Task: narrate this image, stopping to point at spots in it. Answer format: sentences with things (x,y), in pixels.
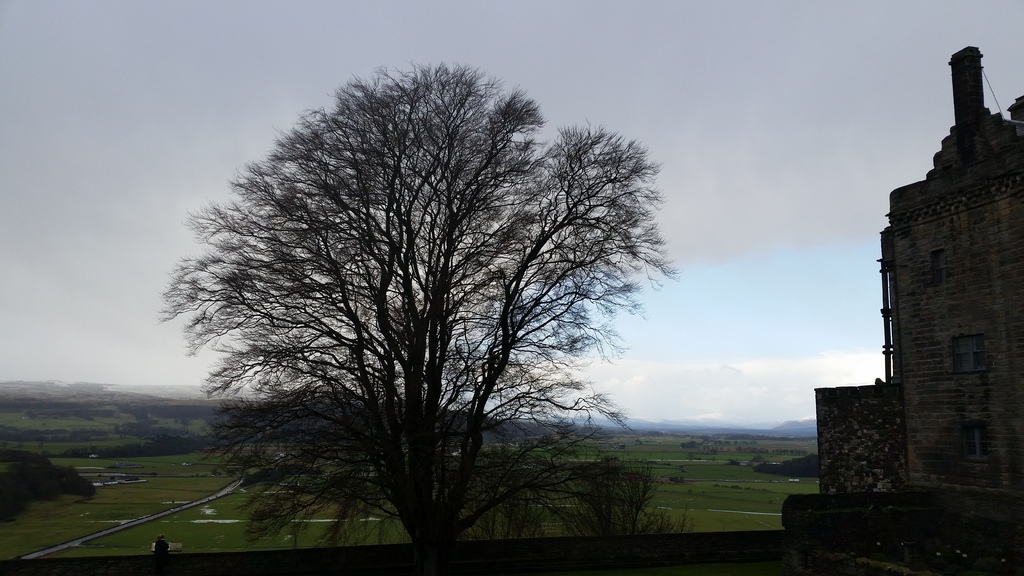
In this picture we can see a tree (501,453) and a building (1003,337) in the front (966,399), in the background (264,474) there is grass (157,484) and some trees (117,449), we can see the sky (148,208) at the top of the picture (173,170).
